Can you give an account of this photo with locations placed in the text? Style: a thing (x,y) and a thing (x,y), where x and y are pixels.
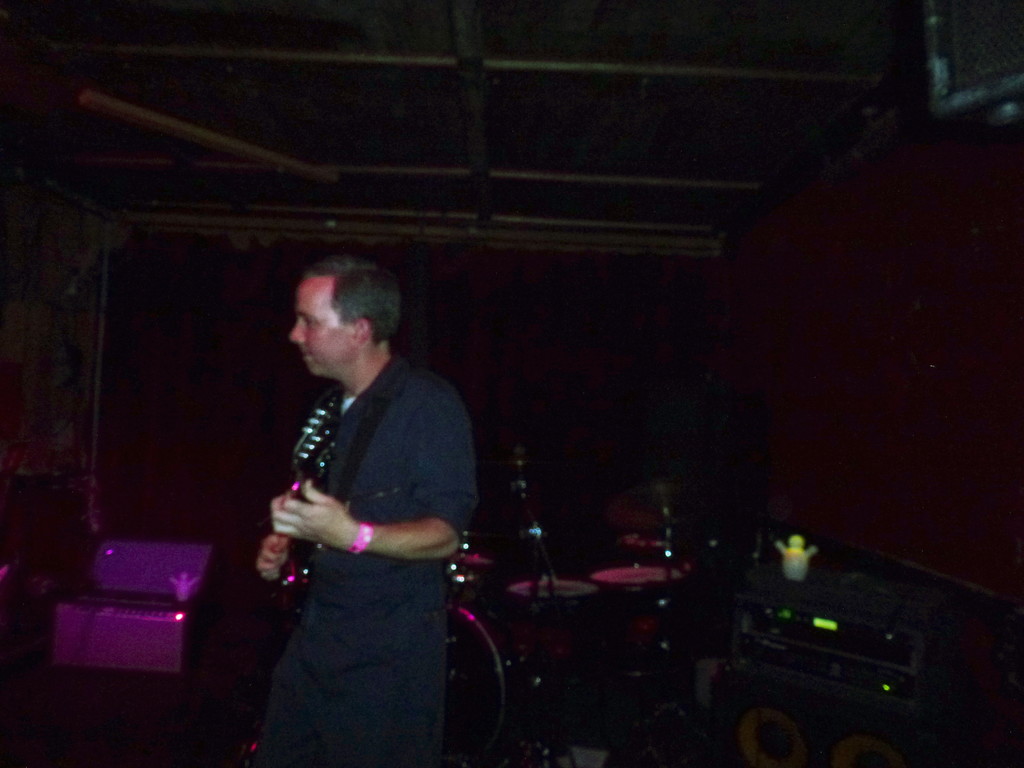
In the image we can see a man (391,625) standing, wearing clothes (322,650) and holding a guitar (295,544) in hand (287,534). Here we can see musical instruments (638,618) and the background (463,260) is dark.
